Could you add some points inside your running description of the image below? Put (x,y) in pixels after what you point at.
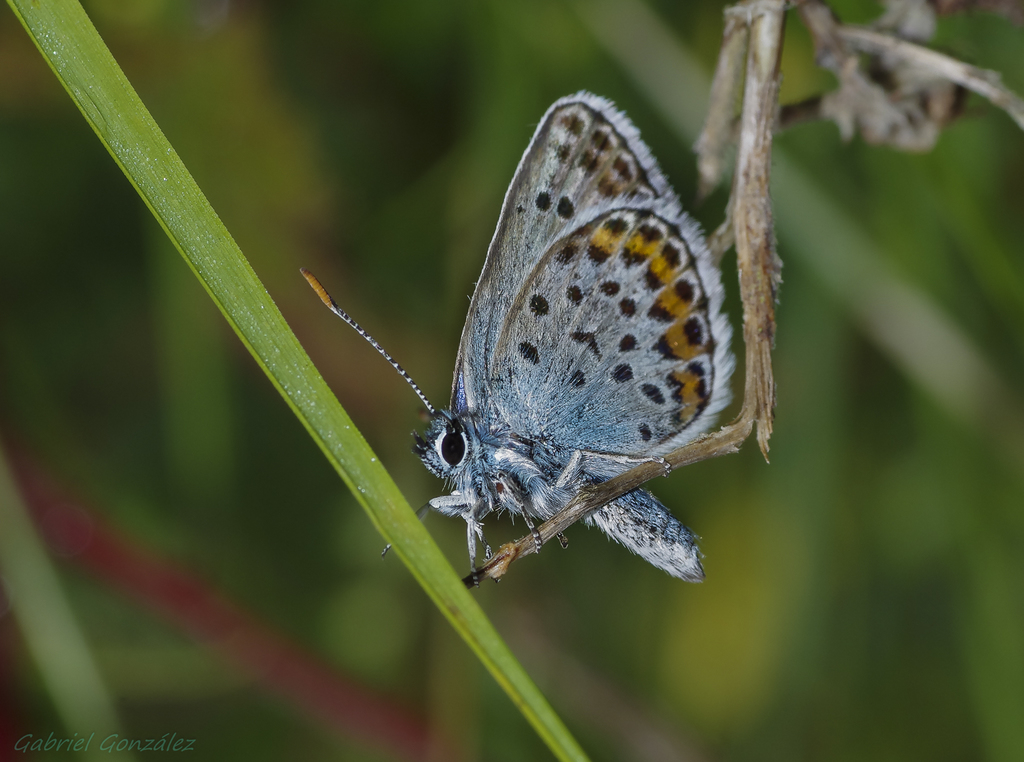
This picture shows a butterfly (552,449) and we see leaves (85,664) and a stem (773,46). it is black, white and yellow in color.
